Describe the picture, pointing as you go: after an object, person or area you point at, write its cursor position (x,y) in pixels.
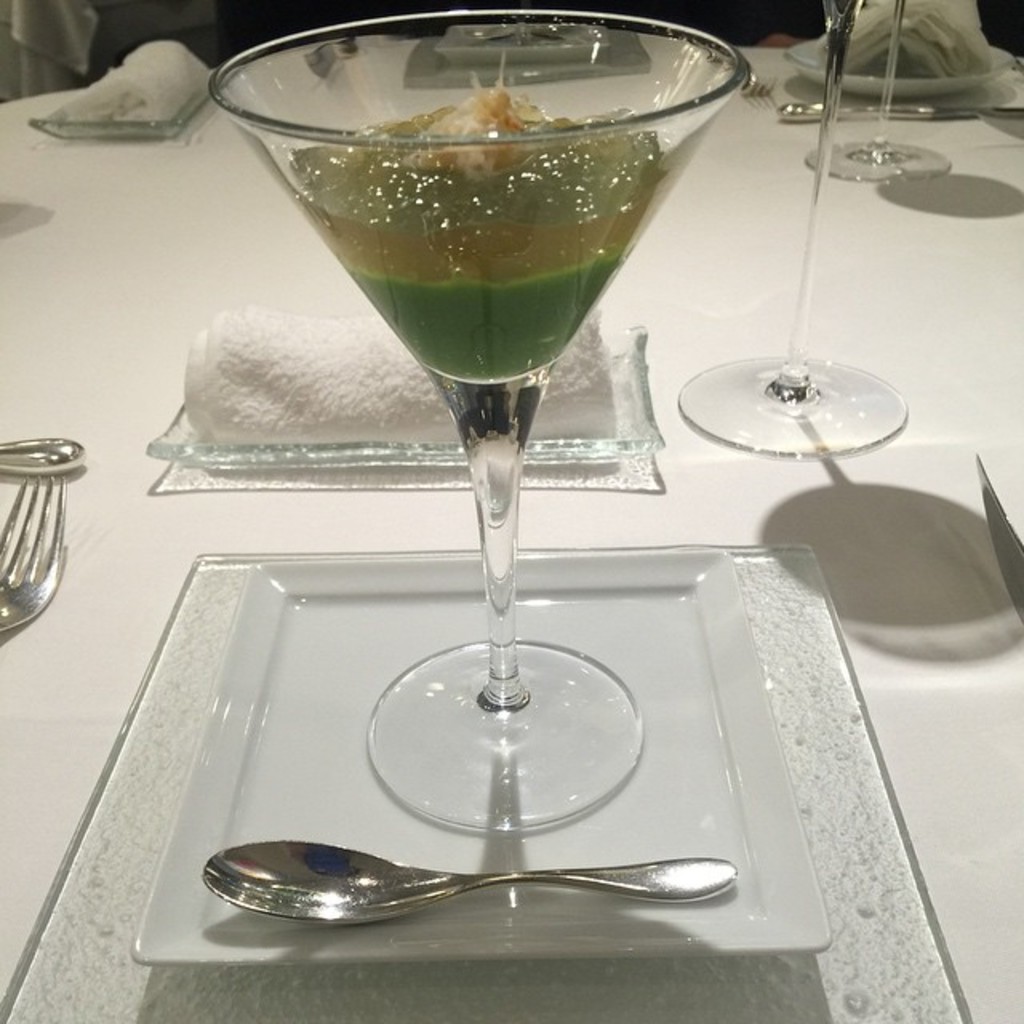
In this picture there is a glass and it is kept on a table (1004,727) that has also a fork (17,502) and a napkin (373,368) kept on the table (258,544).
